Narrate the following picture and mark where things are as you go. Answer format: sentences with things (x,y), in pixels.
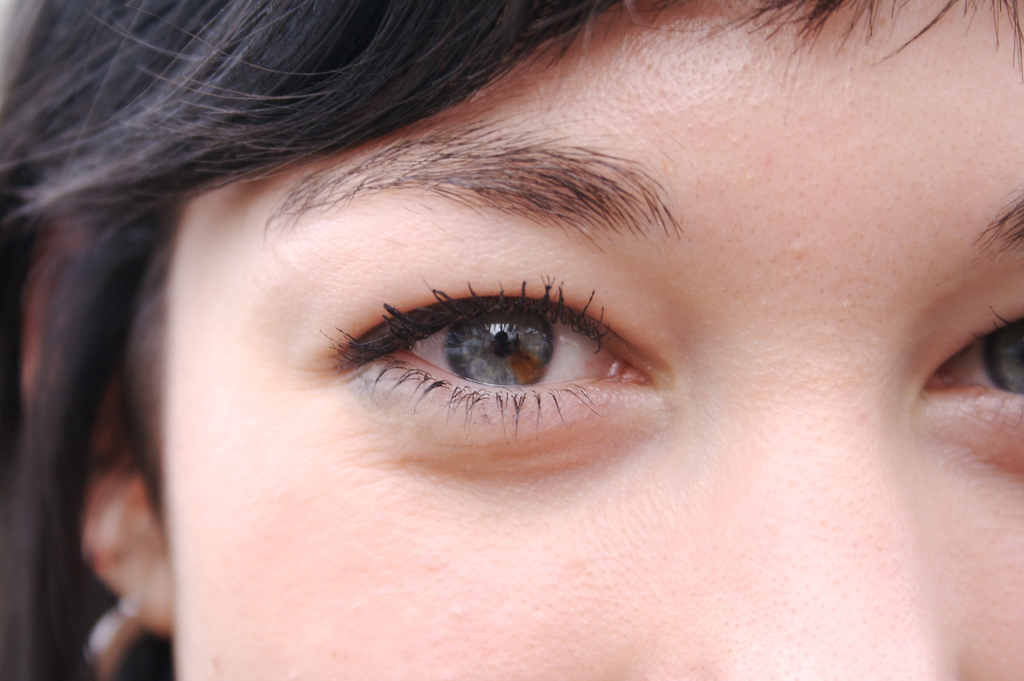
In this image there is a lady (687,614).
